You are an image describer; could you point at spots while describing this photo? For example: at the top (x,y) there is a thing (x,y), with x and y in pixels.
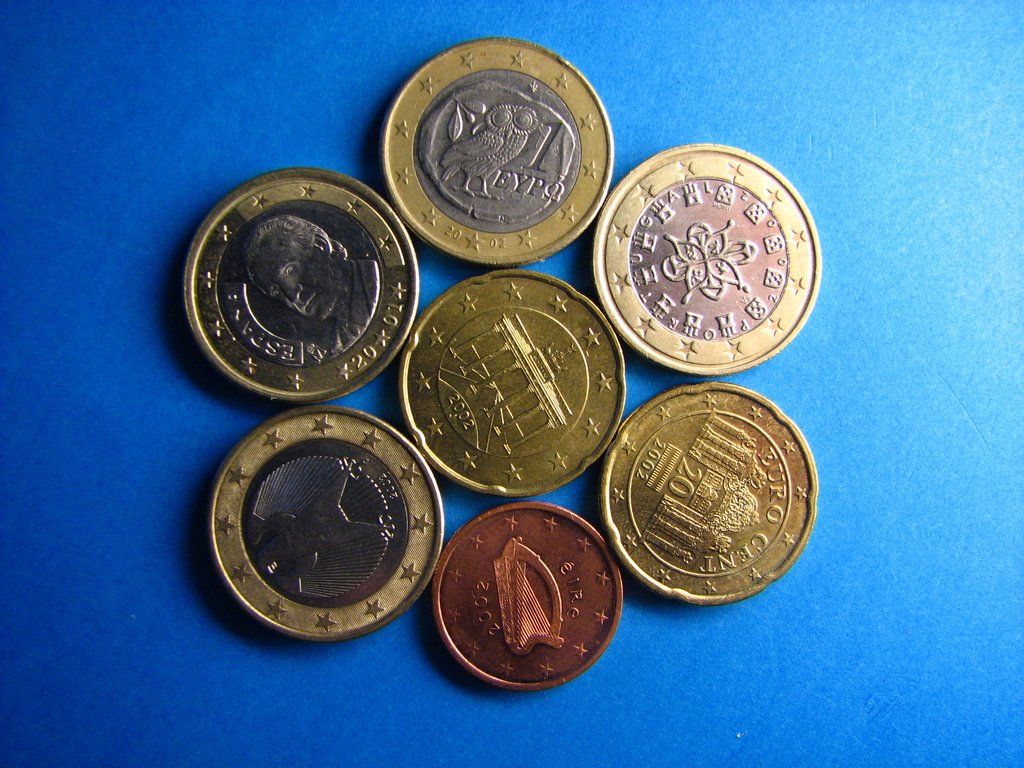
In this picture we can see a group of coins (584,352) on a blue color platform (144,224).
